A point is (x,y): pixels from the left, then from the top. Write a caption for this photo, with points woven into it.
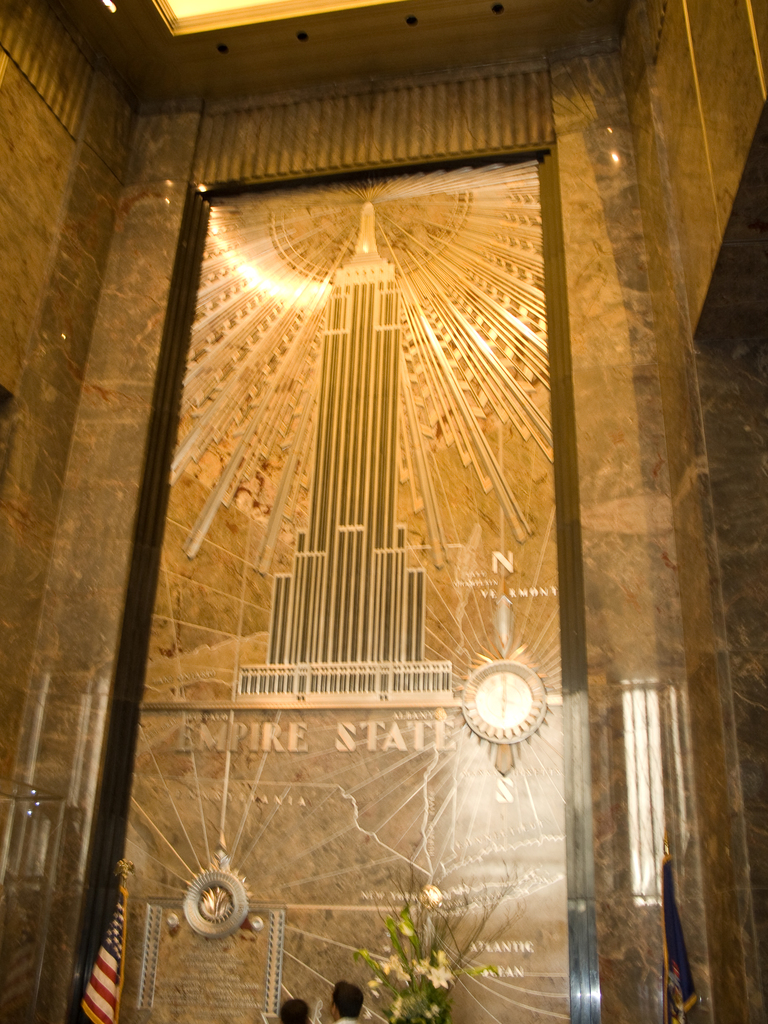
In this picture we can see a wall (229,209), on the wall (260,649) there is a sculpture (356,321) of a building (374,531) and there are clock (470,719) and other objects (226,877). At the bottom (112,997) we can see flags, flower vase (406,975) and people (291,1012).
